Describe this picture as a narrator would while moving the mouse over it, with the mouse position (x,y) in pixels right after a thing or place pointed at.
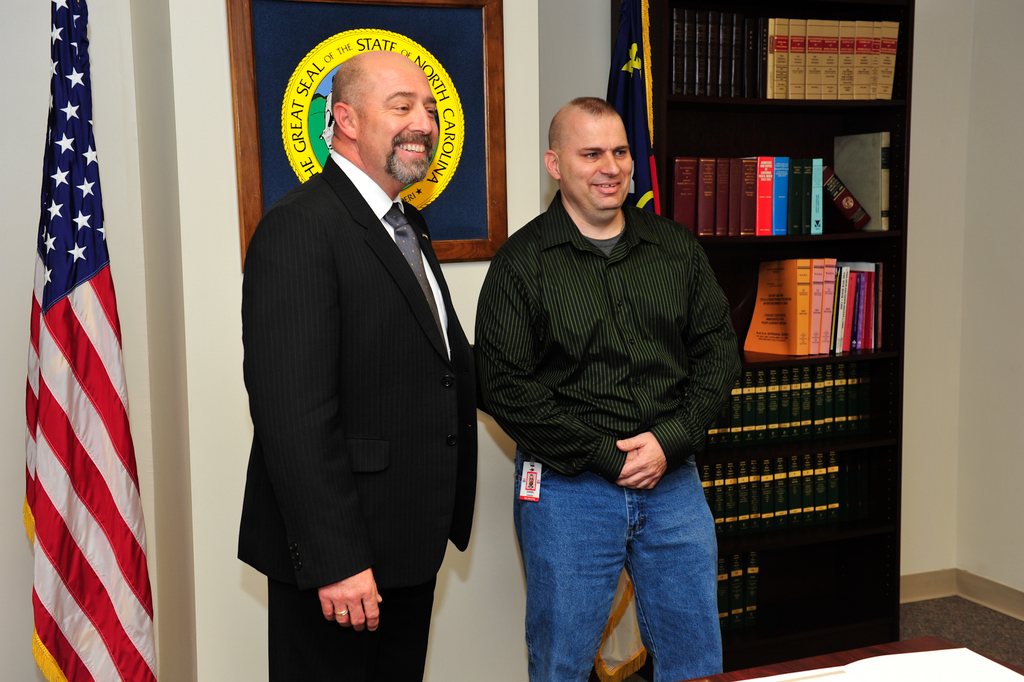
In this image I can see two persons (393,624) are standing on the floor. In the background (822,612) I can see a cupboard (783,120) in which books (753,89) are there, flag (100,237) and a wall (215,225) on which a wall painting (306,154) is there. This image is taken in a room (534,211).
